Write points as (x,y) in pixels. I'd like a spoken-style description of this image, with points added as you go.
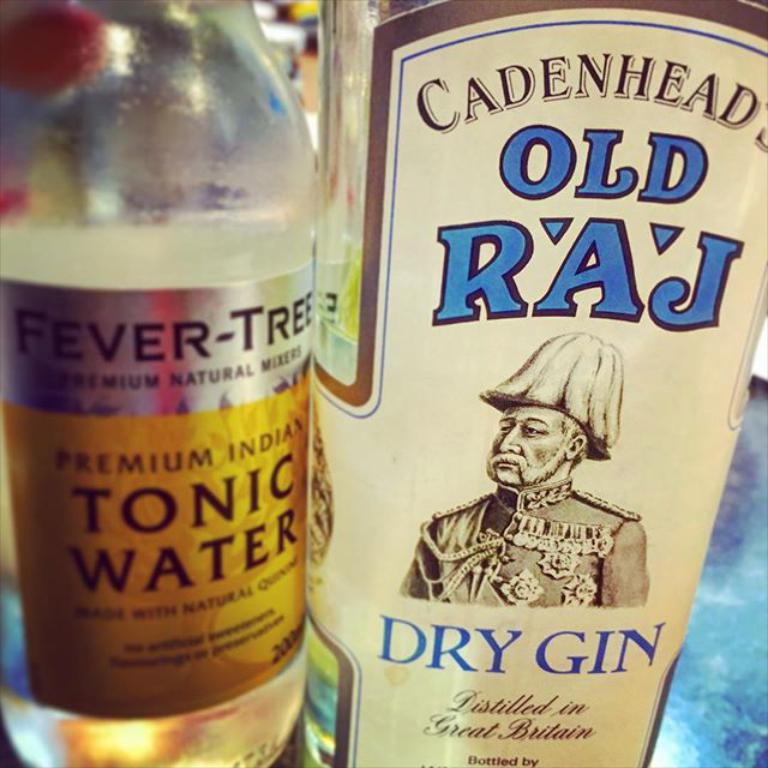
It is a picture of gin (551,133), two bottles (158,443) held side by side one is of cream color and the one is of golden color.
